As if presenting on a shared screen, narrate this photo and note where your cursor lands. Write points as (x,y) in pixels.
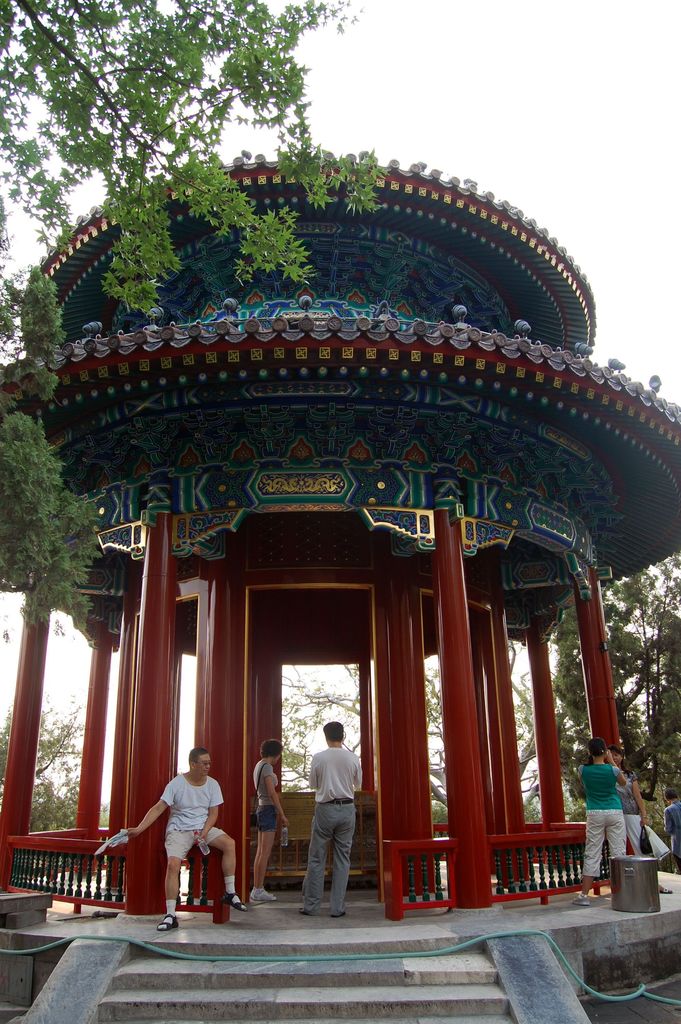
In this image I can see people (315,896) where one is sitting and rest all are standing. I can also see stairs (215,951), red colour pillars (592,667) and few trees (158,76). I can also see designs (344,458) on this.
